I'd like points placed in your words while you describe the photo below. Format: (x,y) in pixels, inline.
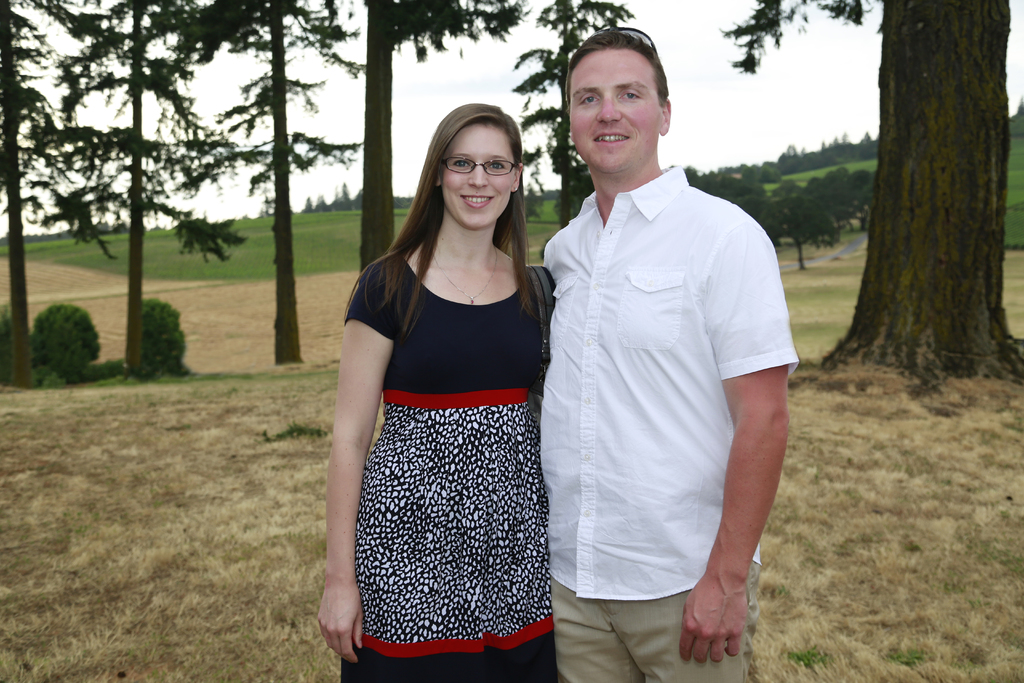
In the image we can see there are two people (371,477) standing on the ground (314,505), the ground (227,494) is covered with dry grass (223,520) and the woman (510,191) is wearing spectacles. Behind there are lot of trees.
